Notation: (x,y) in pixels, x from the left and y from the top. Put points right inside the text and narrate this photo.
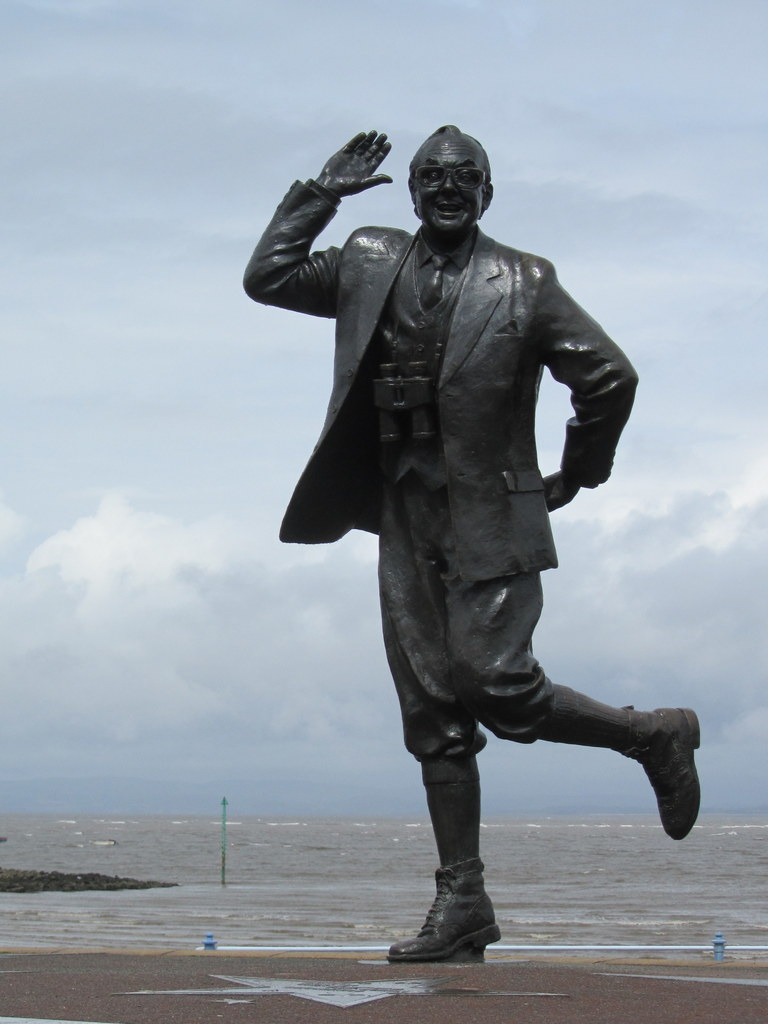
In this image we can see a statue (507,704). There is a sea (344,846) in the image. There are few objects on the ground (751,968) in the image. We can see the cloudy sky (251,503) in the image.
